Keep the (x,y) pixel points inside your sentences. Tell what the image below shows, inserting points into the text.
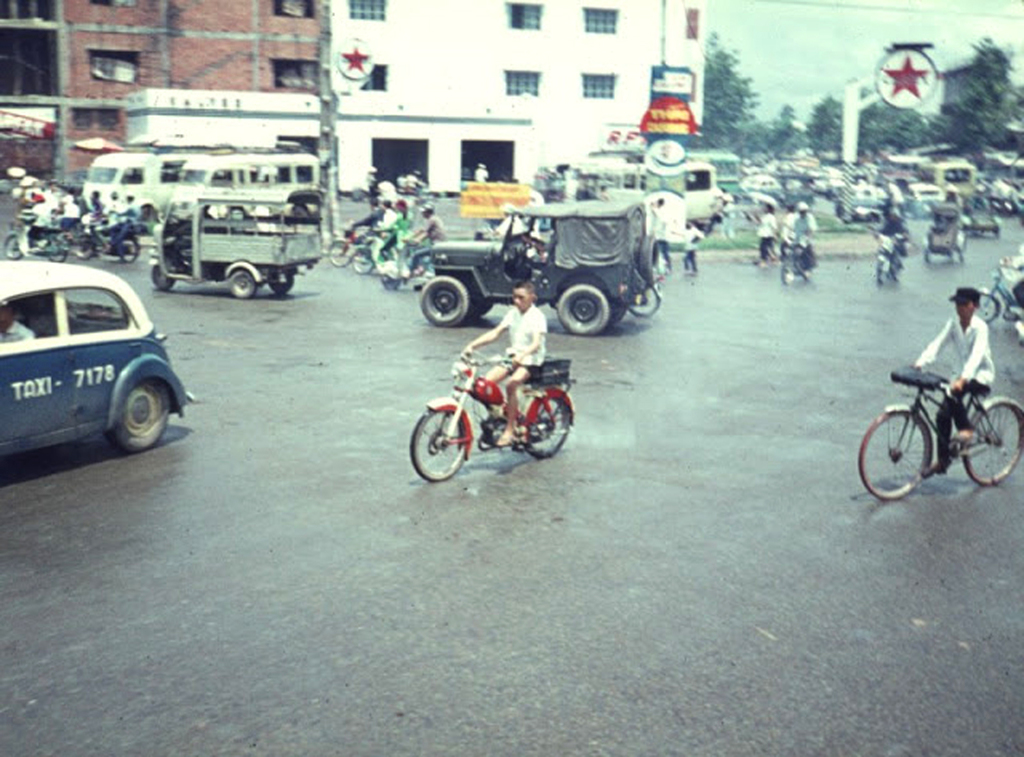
In the middle (527,413) a man (505,437) is riding the vehicle (524,425), on the left side (142,336) a car (118,387) is moving on the road (238,375). At the back side (632,83) there are buildings (468,106). On the right side (780,128) there are trees (792,136) in this image.
